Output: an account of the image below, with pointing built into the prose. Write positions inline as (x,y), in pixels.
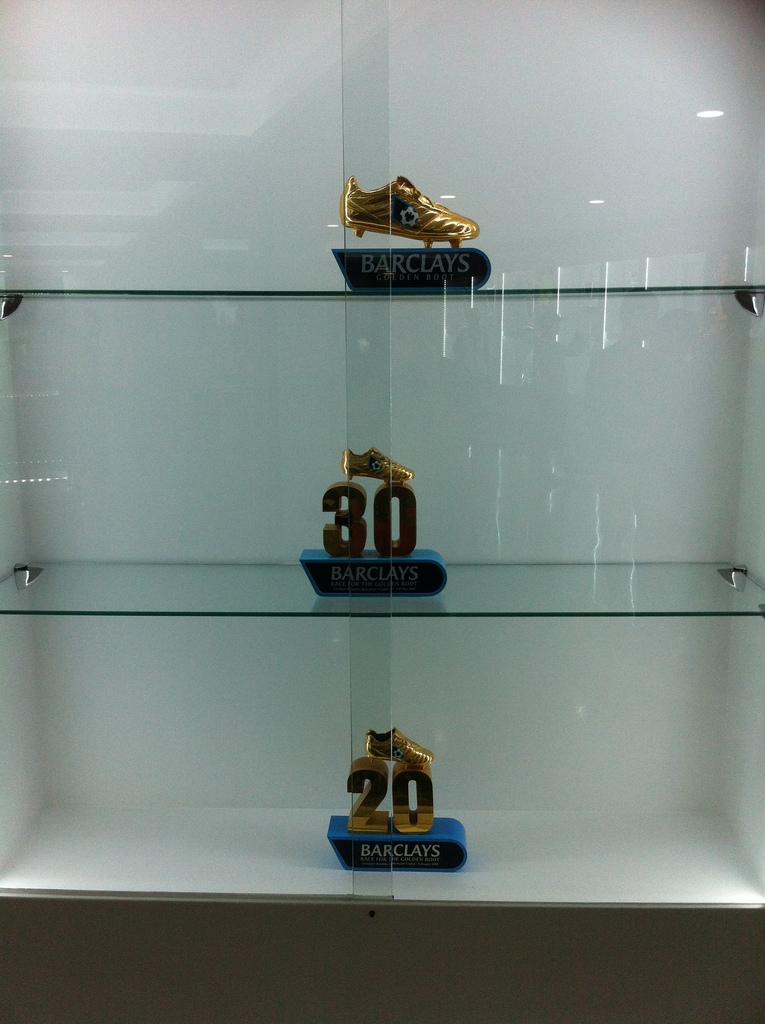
In the picture there is a glass cupboard (534,522), in the cupboard (502,524) we can see three different items (352,504) with some text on it.
